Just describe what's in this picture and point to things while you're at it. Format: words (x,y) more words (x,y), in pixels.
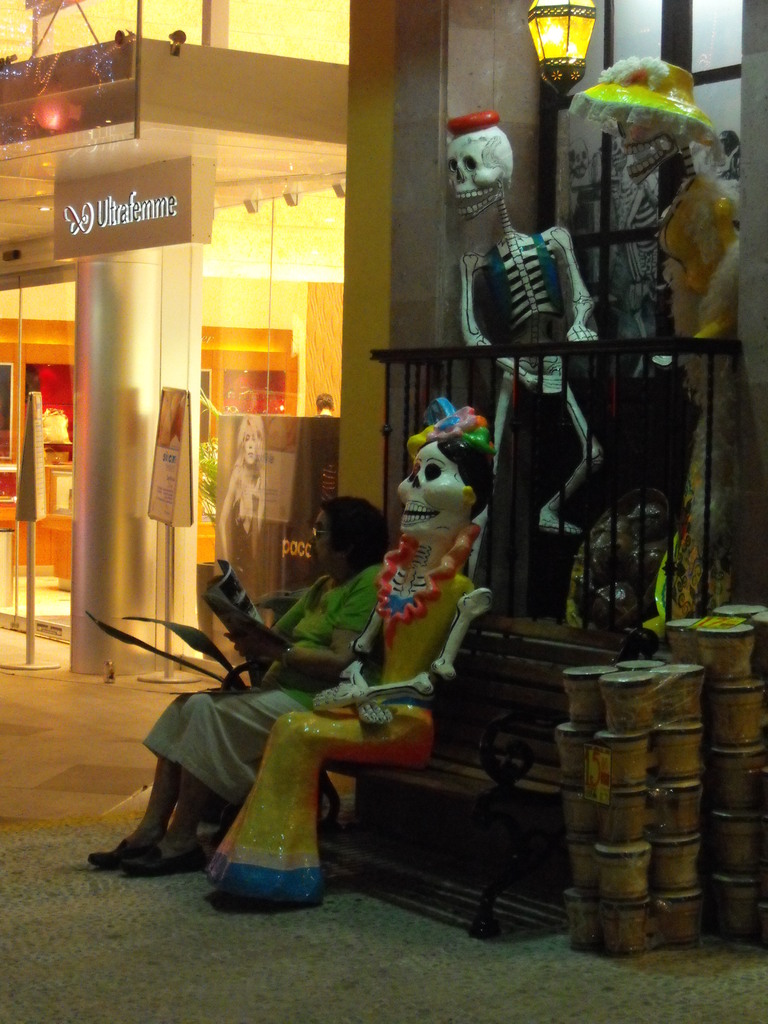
In this image we can see a woman (329,562) wearing the glasses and holding the book (224,608) and sitting on the bench (449,780) which is on the surface (65,893). We can also see some objects (600,680) placed on the right (728,792). Image also consists of depictions (496,424) of persons (655,122) and also the skeleton (548,378). We can also see the building (120,317) with glass doors (6,345), informational boards (165,465) and also lights (55,119).
